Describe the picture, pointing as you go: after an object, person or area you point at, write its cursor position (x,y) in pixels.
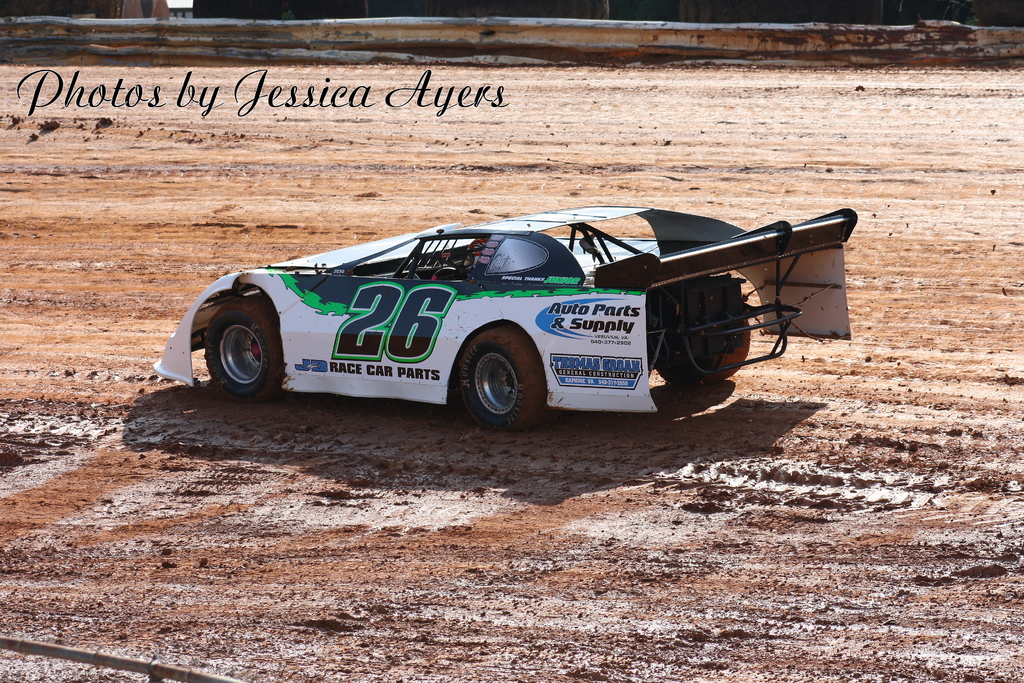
In the center of the picture (380,322) there is a car (388,336). In this picture there is mud (342,178). At the top (361,51) there is railing (780,36) and text (36,94).
